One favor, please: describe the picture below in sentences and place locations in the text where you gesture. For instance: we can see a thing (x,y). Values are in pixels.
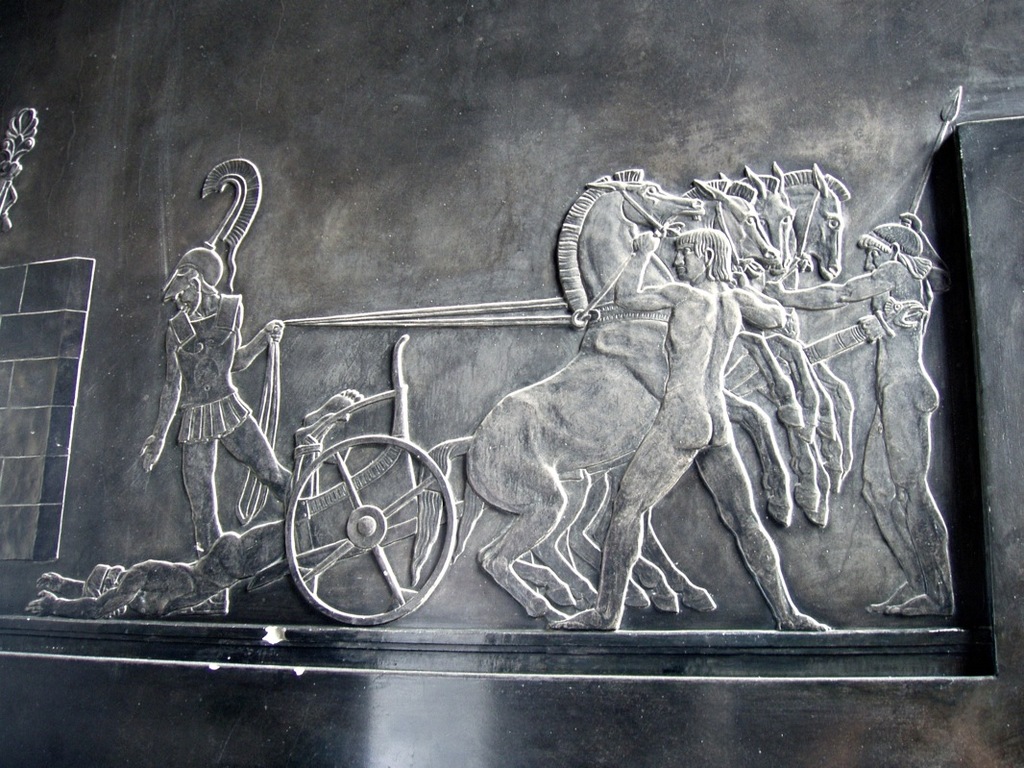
In this image there is a carving (685,394) of a person (195,430) is standing behind the horse cart (555,403), on the right side (870,445) 2 men (894,374) are standing and opposing these horses (823,487).
